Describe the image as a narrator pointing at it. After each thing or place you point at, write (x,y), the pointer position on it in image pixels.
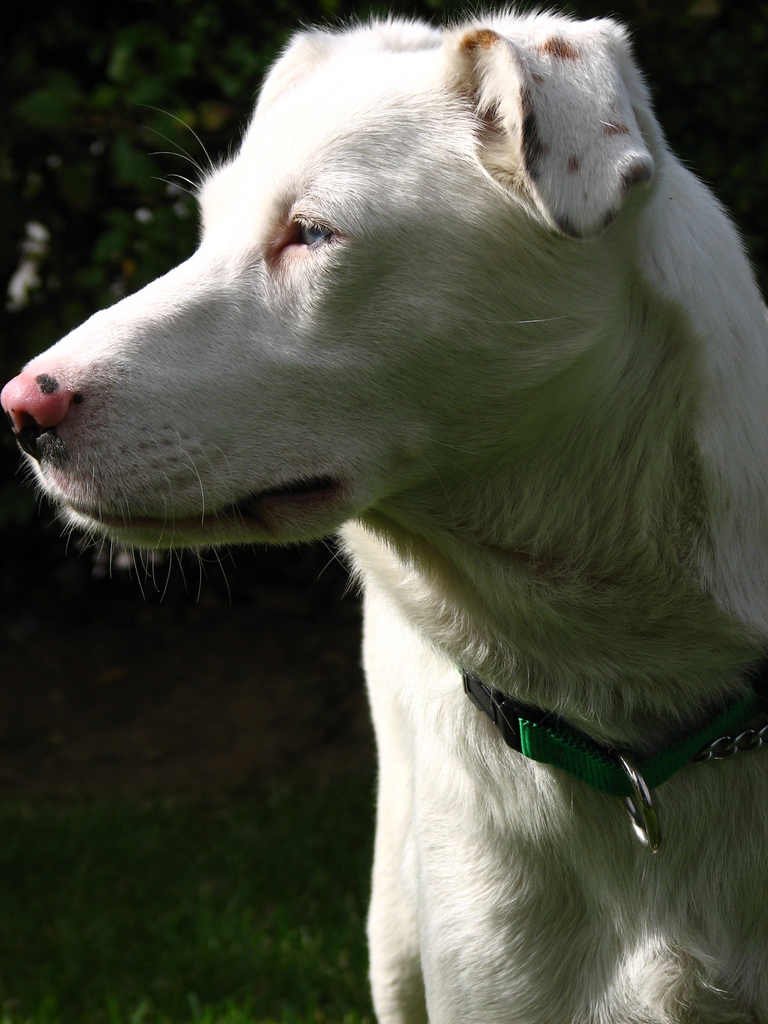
In this image, we can see a dog (691,548). We can see the ground (139,960) covered with grass (182,1002). We can also see some plants (135,175).
